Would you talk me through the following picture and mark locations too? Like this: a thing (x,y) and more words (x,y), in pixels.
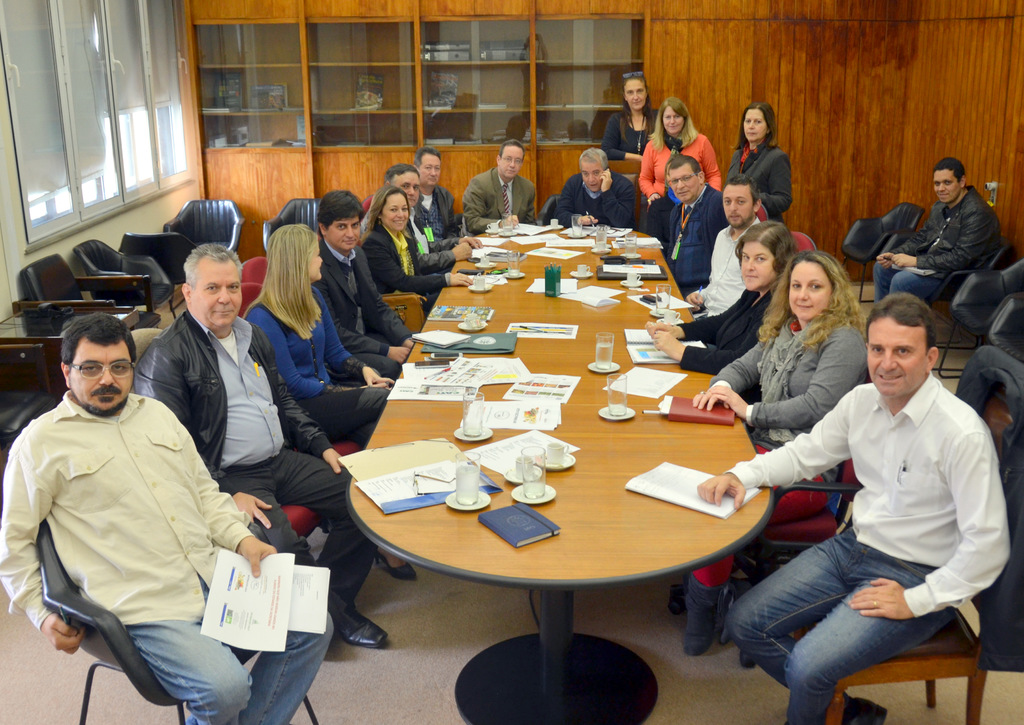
This picture is clicked inside a room (860,110). There are people (233,354) sitting on chairs (248,292) at the table (556,435). On the table (619,462) there are books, papers (513,406), glasses (541,460) and files (360,470). There is wooden cupboard (392,135) behind them. To the left corner (90,150) there are window blinds (103,149) to the window (94,163).
